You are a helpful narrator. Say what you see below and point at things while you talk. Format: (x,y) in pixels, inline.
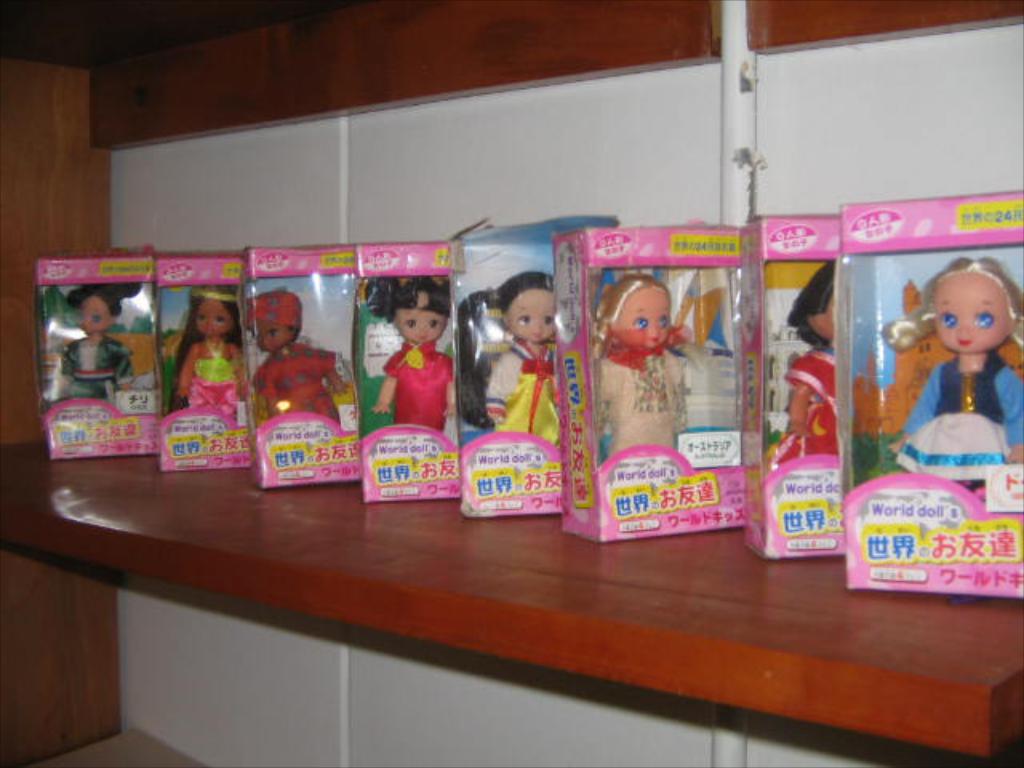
In this picture we can see there are different kinds of dolls (476,338) in boxes (1012,470) and the boxes (381,422) are on a wooden object (527,529). Behind the boxes (313,293) there is a wall (270,194) and a pipe (726,47).
